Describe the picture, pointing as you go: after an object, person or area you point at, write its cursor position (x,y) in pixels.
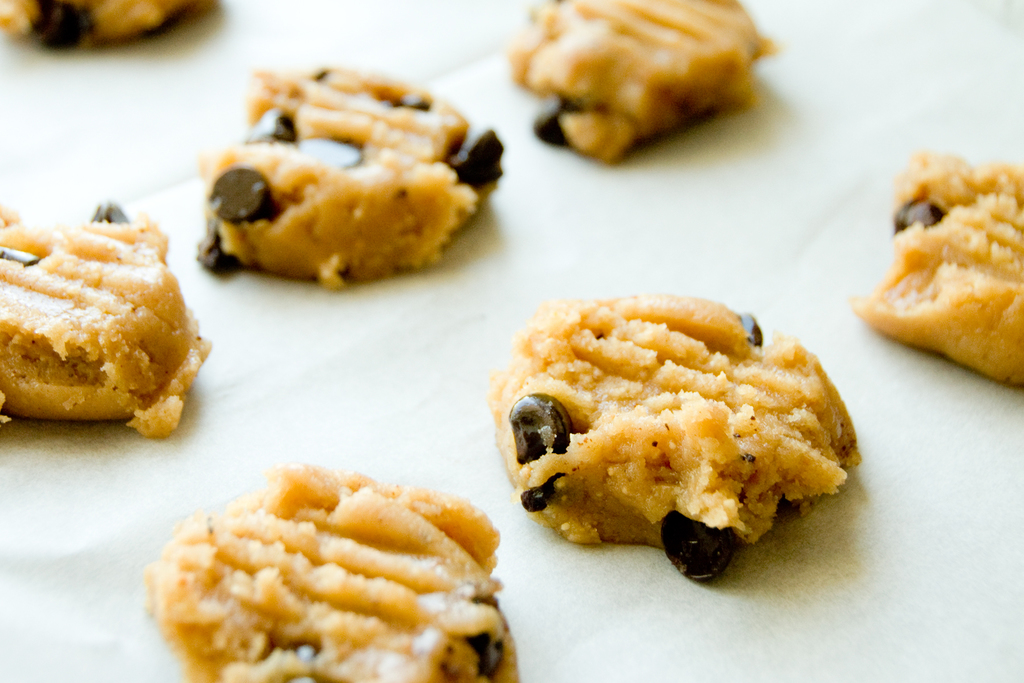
In this image I can see chocolate chip cookies (318,537) on a white surface (741,636).
